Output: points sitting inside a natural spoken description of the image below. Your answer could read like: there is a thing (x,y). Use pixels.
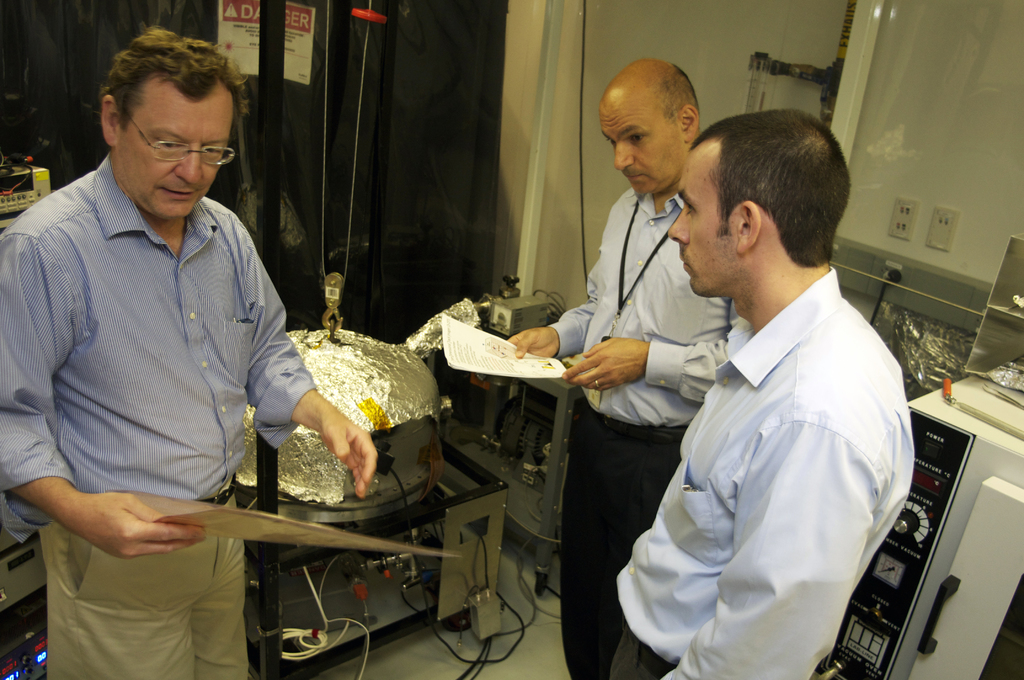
On the left side (98,355), there is a person (86,346), wearing a spectacle (227,150) and holding a document (272,536). On the right side (814,565), there are two persons (763,260) with blue color shirts (666,272), standing. One of them is holding a document (522,367). Behind them, there is a machine (910,544). In the background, there is a wall (1008,109), a cupboard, a cable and other objects (370,220).
